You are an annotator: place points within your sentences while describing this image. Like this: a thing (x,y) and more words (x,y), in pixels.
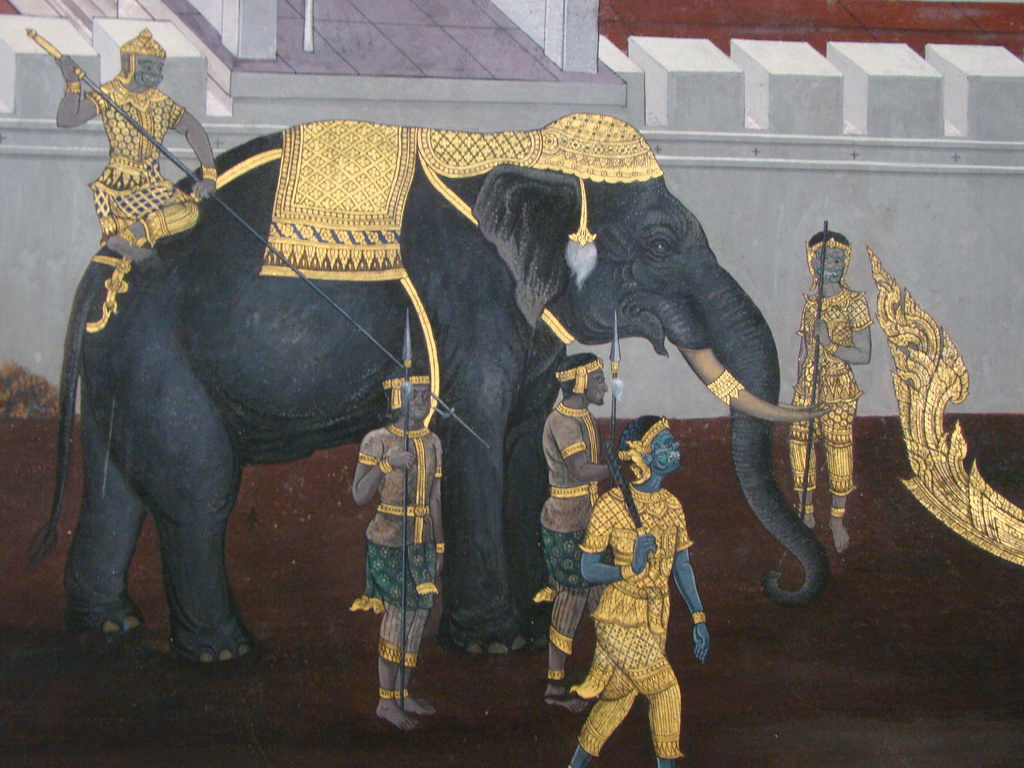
In this image we can see a painting (530,258), in the painting (385,238), there are a few people (415,395) holding objects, there is a person (122,200) sitting on an elephant (288,191), also we can see a house (970,328).
